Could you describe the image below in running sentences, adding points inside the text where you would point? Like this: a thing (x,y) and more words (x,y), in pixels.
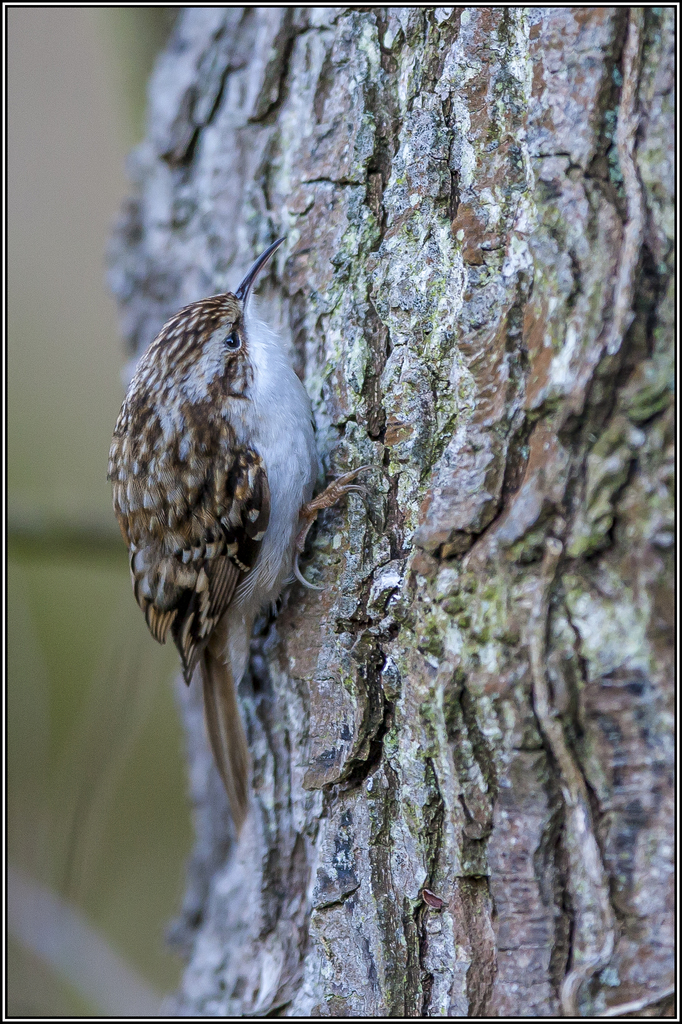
In this picture I can see a bird (272,470) on the tree bark (429,367) and I can see blurry background (42,178).
